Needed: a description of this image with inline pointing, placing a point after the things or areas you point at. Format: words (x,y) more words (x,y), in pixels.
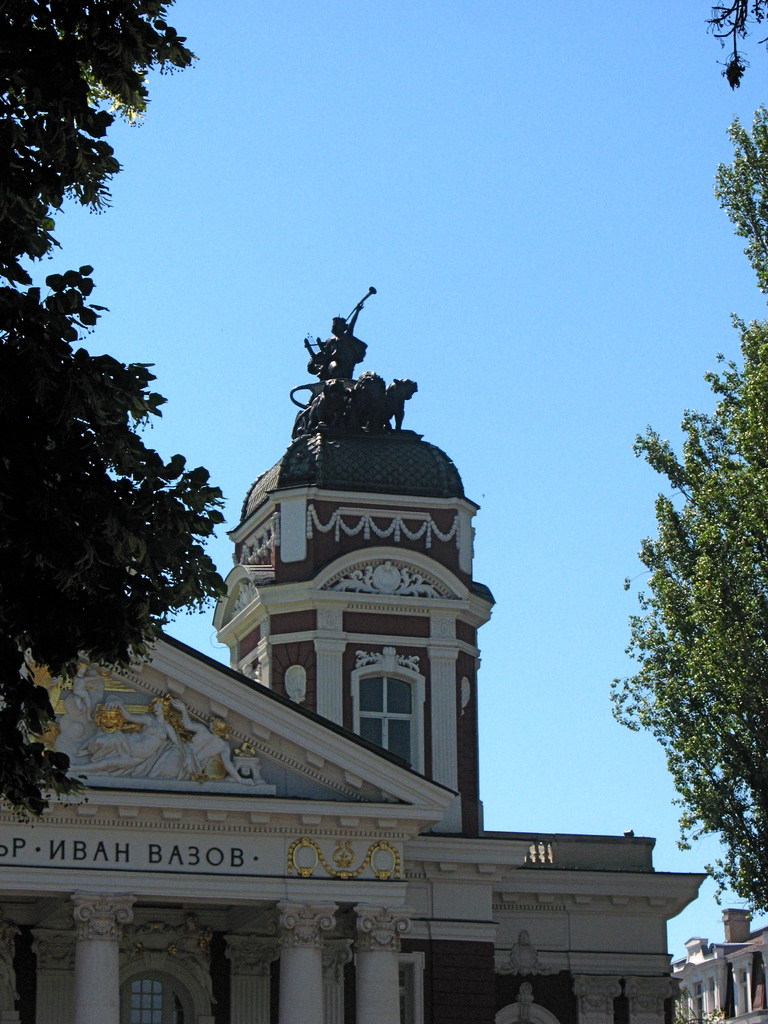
In this picture we can see a building (303,572), windows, sculptures (241,764), trees (214,578) and pillars (104,964). There is something written on the wall (227,857) of a building (227,857). On the top of a building (341,457) we can see a statue (344,367). In the background (390,86) we can see the sky (417,101).
